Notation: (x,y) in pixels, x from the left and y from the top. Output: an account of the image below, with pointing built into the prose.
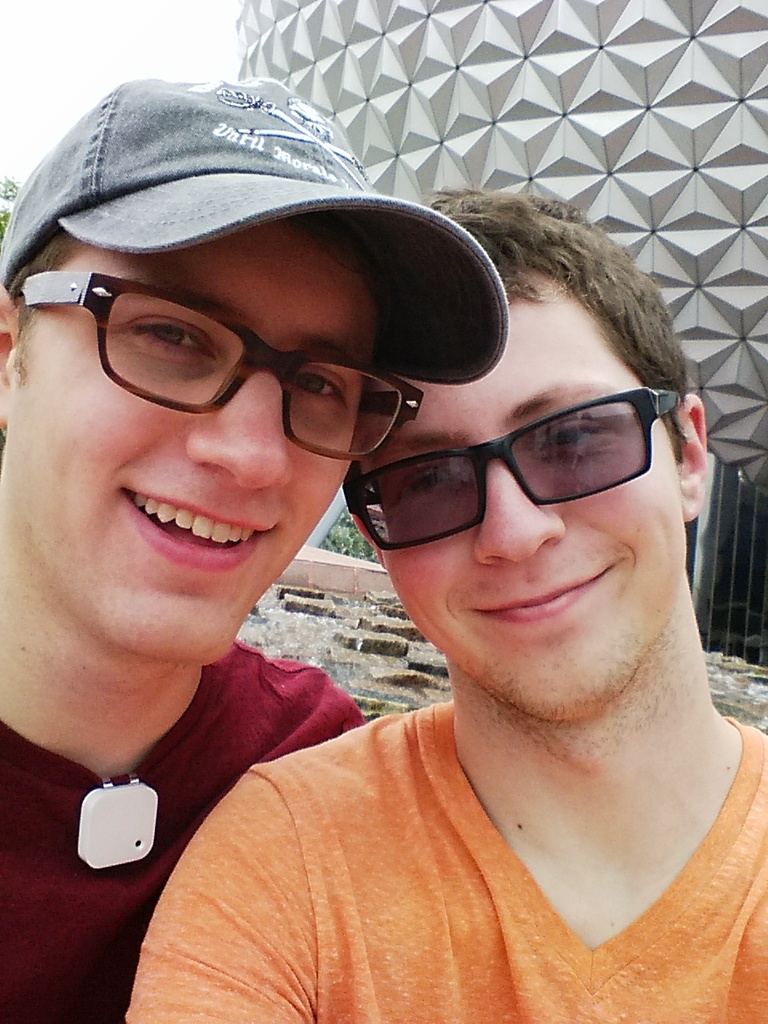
Two men (399,560) are standing wearing clothes (333,808) and glasses (350,469).
